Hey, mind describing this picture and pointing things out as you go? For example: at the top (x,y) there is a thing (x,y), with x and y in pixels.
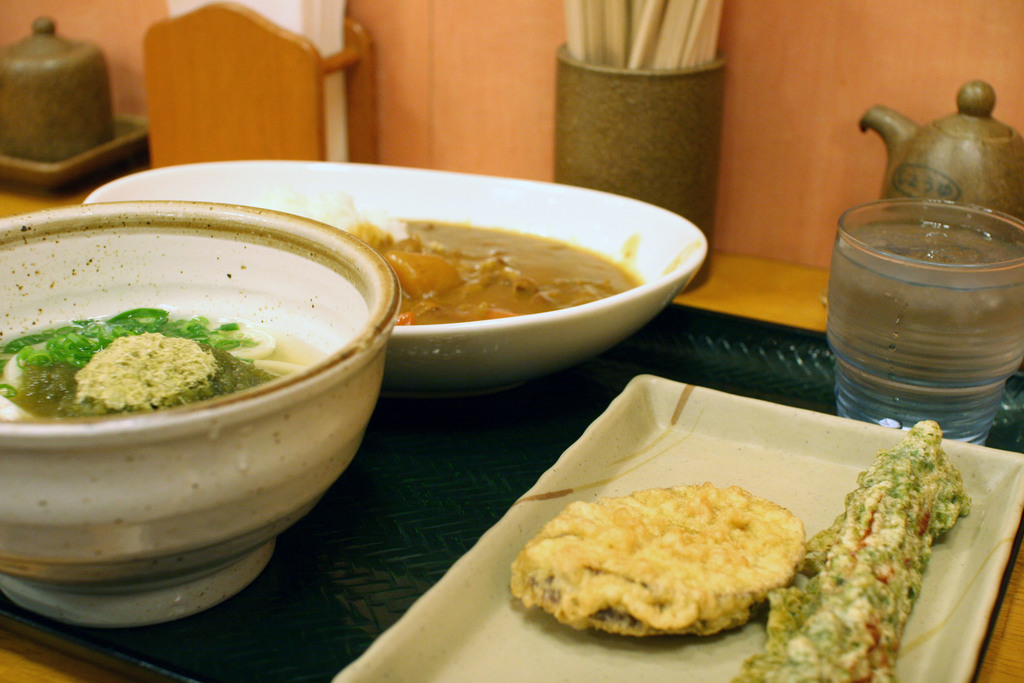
In the image there is a table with plate (568,482) of food (651,534) and bowls (269,301) of soups (193,326) in it, on the right side (862,304) there is glass (875,282) in the tray (539,408), behind it there is a tea kettle (965,158), chopsticks bottle (623,81) and tissue tray (248,84) on the table (761,281).
